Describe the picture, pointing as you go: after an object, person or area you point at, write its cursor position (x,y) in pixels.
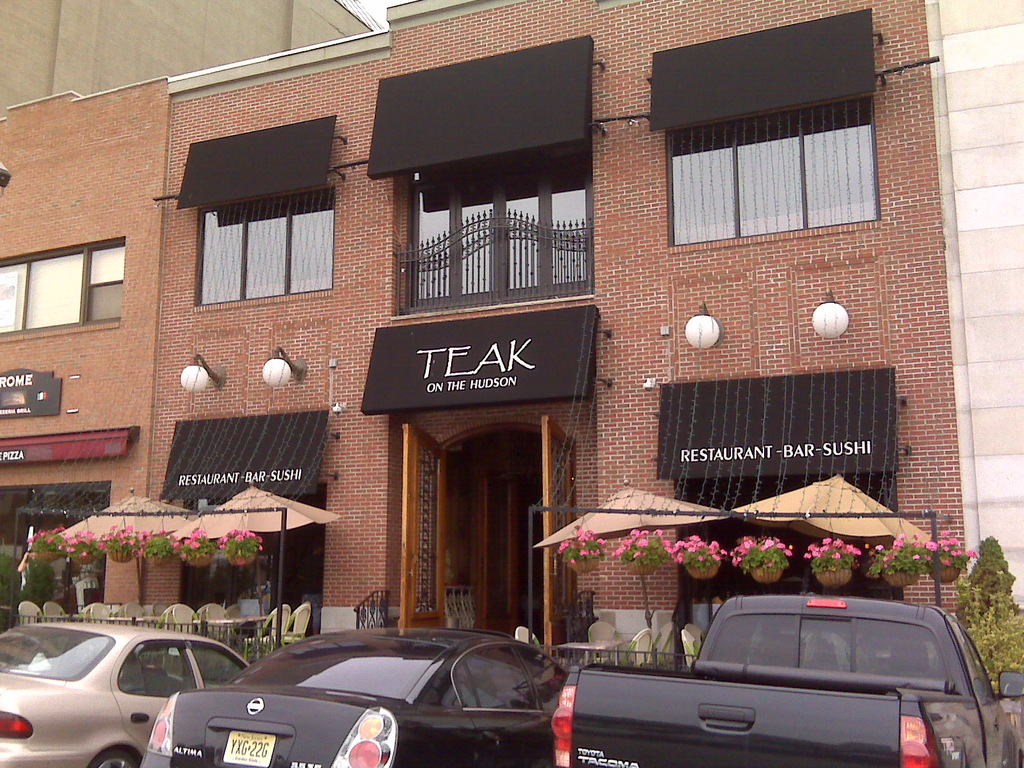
In the image there are cars (280,695) and trucks (622,750) in the front (257,691) with a brick building (601,328) in front of it with many windows (320,196) and a restaurant (233,571) on the floor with flower plants (697,561) hanging in the front (619,555).
